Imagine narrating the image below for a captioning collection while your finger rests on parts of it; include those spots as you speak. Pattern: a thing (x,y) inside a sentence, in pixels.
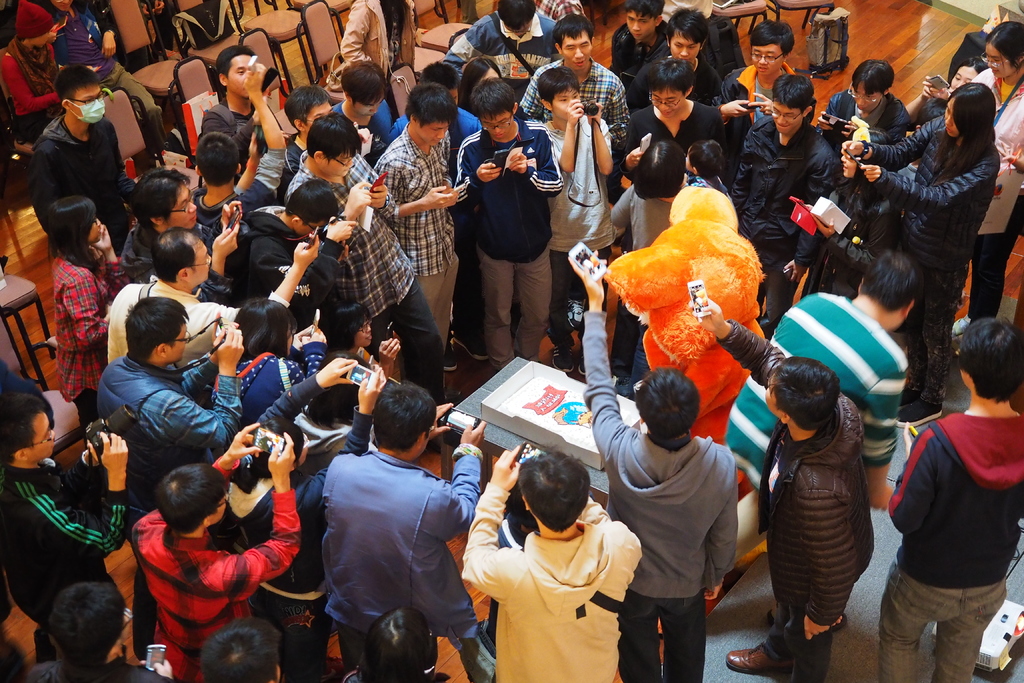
In the center of the image (542,319) we can see a few people (598,393) are standing around the table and they are holding some objects (598,257). Among them, we can see one person (700,387) is in a different costume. On the table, we can see some object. At the bottom right side of the image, we can see one white color object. In the background (191,95), we can see chairs (421,56), bags (346,64), few people (257,74) are sitting and a few other objects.
